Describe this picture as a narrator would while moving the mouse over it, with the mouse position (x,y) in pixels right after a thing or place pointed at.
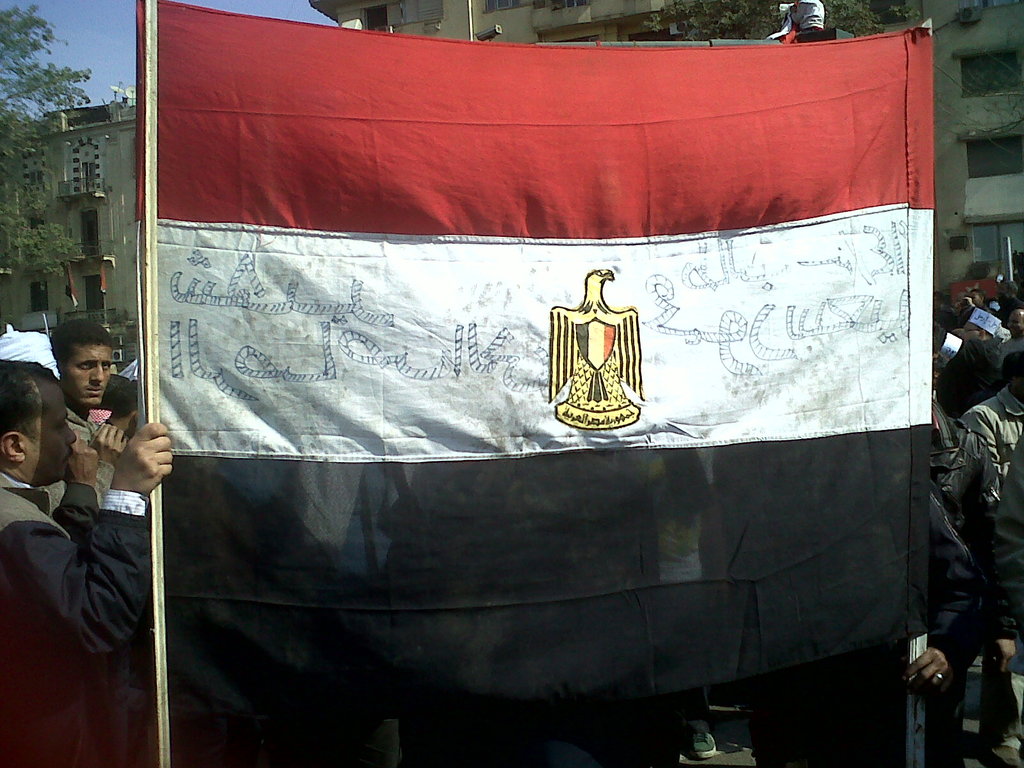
In this image I can see number of people (122,666) are standing. I can also see two persons (22,369) are holding a flag (897,66) in the front (420,168). In the background (81,278) I can see few buildings (1004,16), few trees (24,248) and the sky (81,22).
